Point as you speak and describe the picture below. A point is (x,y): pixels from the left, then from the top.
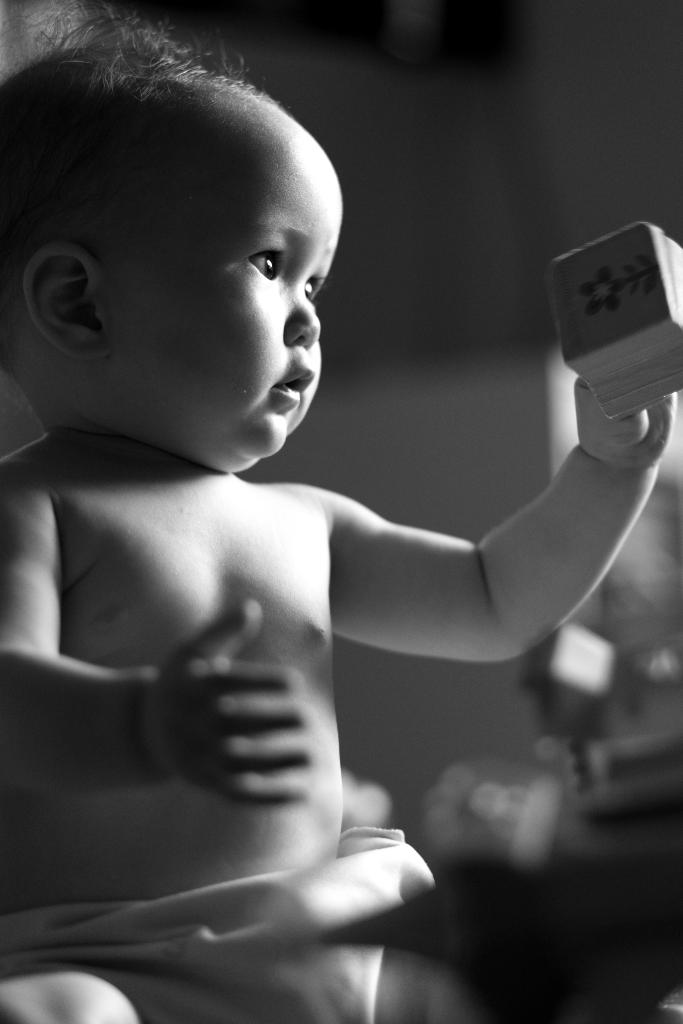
This is a black and white image. In this image we can see a baby (377,884) holding something in the hand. In the background (468,480) it is blur.
